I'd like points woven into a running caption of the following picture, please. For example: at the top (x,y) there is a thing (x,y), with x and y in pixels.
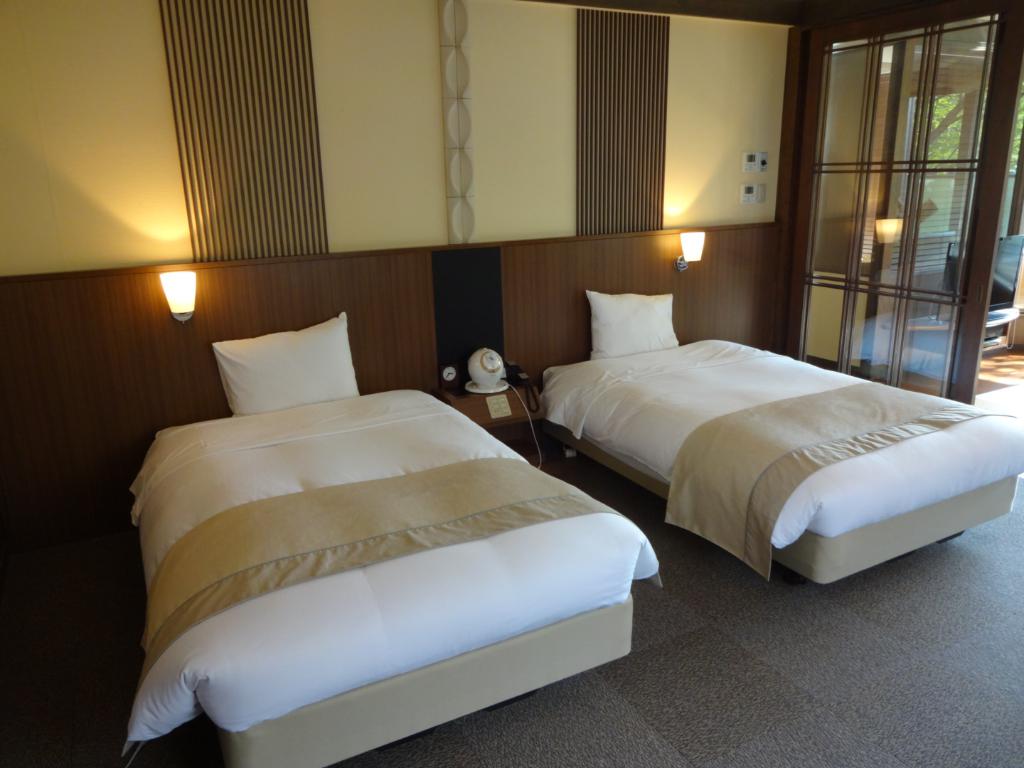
In this image two beds (470,575) are on the floor (695,716). In between the beds (601,404) there is a table (518,397) having a telephone (531,388) and few objects (496,407) on it. Few lights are attached to the wall (549,242). Right side (828,250) there is a door (872,168). Behind there are few objects (994,340) on the floor (990,367).
